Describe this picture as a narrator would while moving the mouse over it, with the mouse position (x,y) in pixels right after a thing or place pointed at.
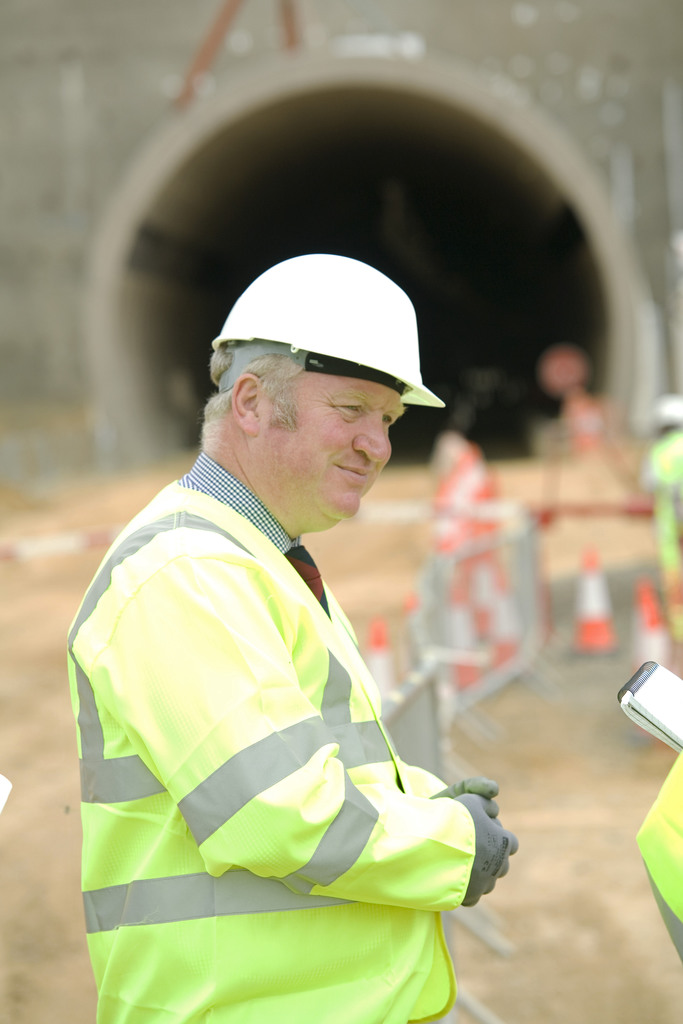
In the foreground of the picture (150,879) there is a man (234,498) wearing a helmet (317,321). The background (627,420) is blurred. In the background (338,242) there are indicators (592,568), mud (125,507) and a tunnel (343,218). On the right (678,561) there are people (663,853) and a book (647,702).
